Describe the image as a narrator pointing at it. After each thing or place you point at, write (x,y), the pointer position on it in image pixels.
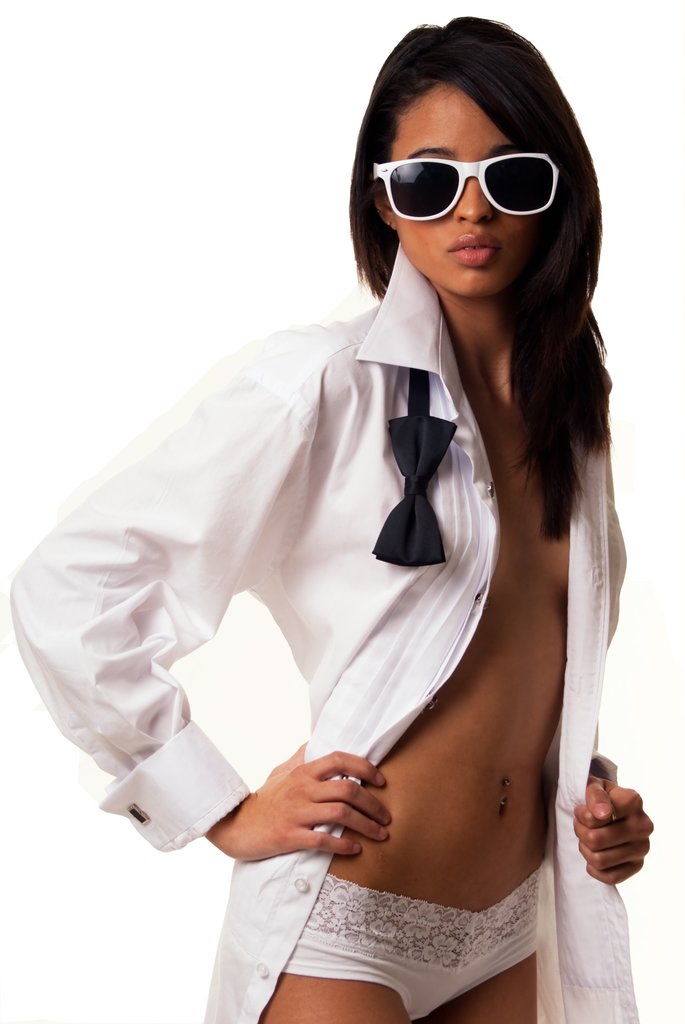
In this image we can see a lady (216,590) wearing a white color shirt (198,515) and sunglasses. The background of the image (664,362) is white in color.
